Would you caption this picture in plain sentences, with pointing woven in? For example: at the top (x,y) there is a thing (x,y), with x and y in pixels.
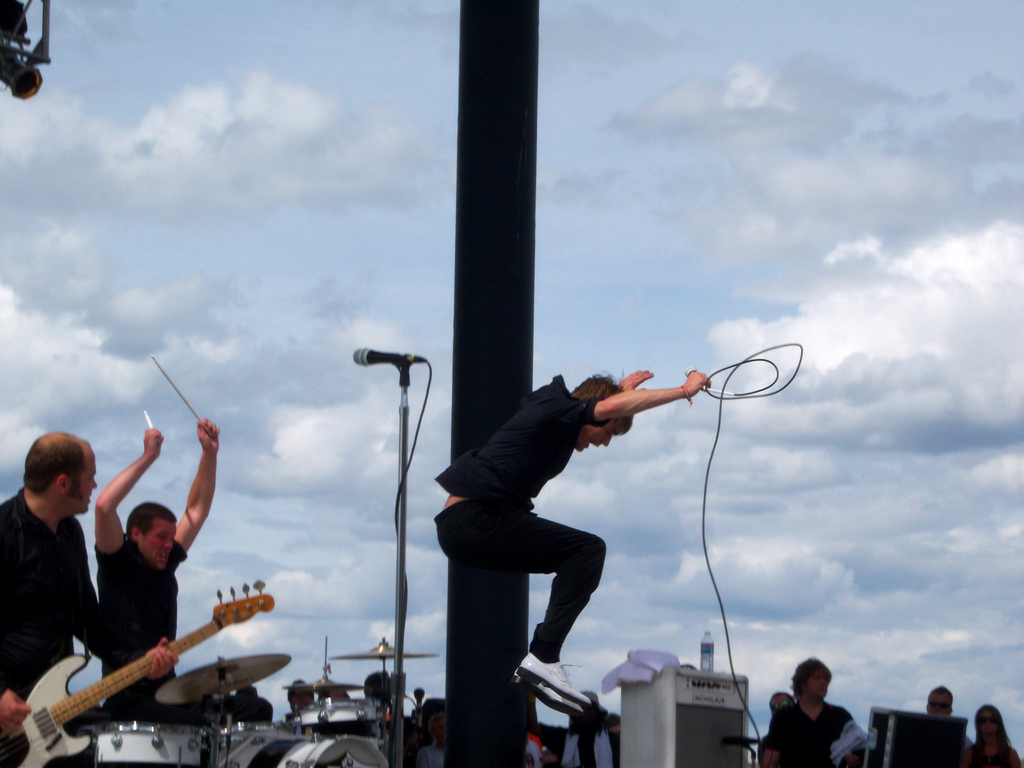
Here is the man (574,589) jumping by holding the mike (697,388). There are two people (125,597) standing, one person (57,611) is playing guitar (61,712) and the other person (146,558) is playing drums (308,708). This is the mike (416,362) with the mike stand (403,411). This looks like a speaker (703,708) and here is a water bottle (702,663) placed on it. There are few people (812,698) standing. At background (501,333) this looks like a pole (501,188) and the sky (597,175) with clouds (725,243). This looks like a show light (24,57) at the top of the image (36,52).
